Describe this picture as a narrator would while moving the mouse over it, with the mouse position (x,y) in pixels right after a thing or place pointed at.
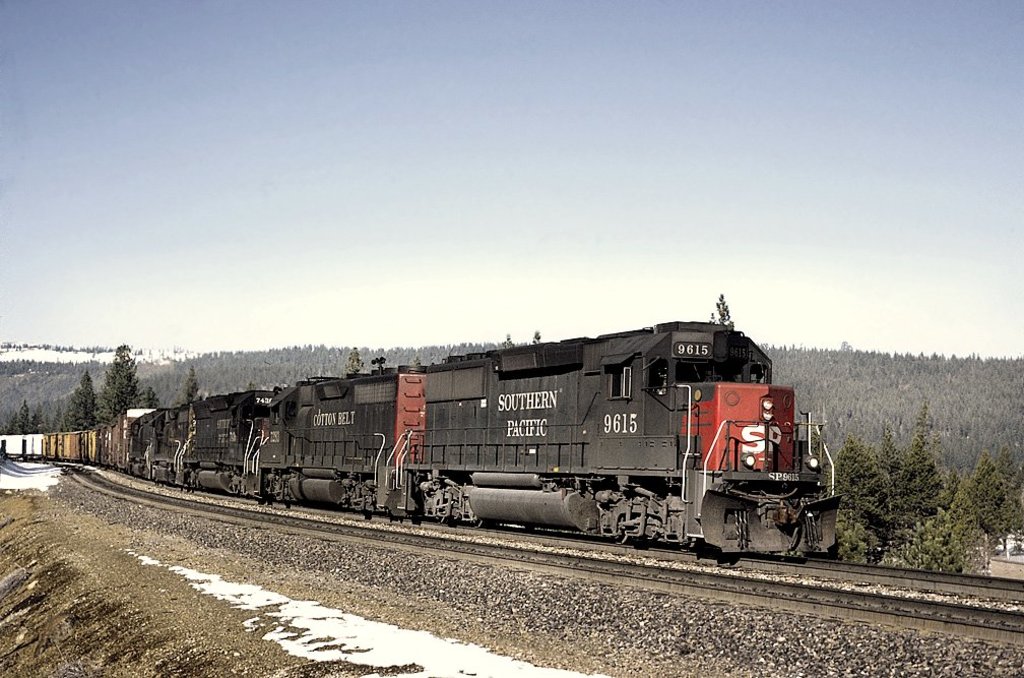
In the center of the image (515,432) we can see a train (492,497) on the track (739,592). In the background (873,465) there are trees (250,367), hills (81,354) and sky (543,201). At the bottom (337,626) there is snow (381,631).
